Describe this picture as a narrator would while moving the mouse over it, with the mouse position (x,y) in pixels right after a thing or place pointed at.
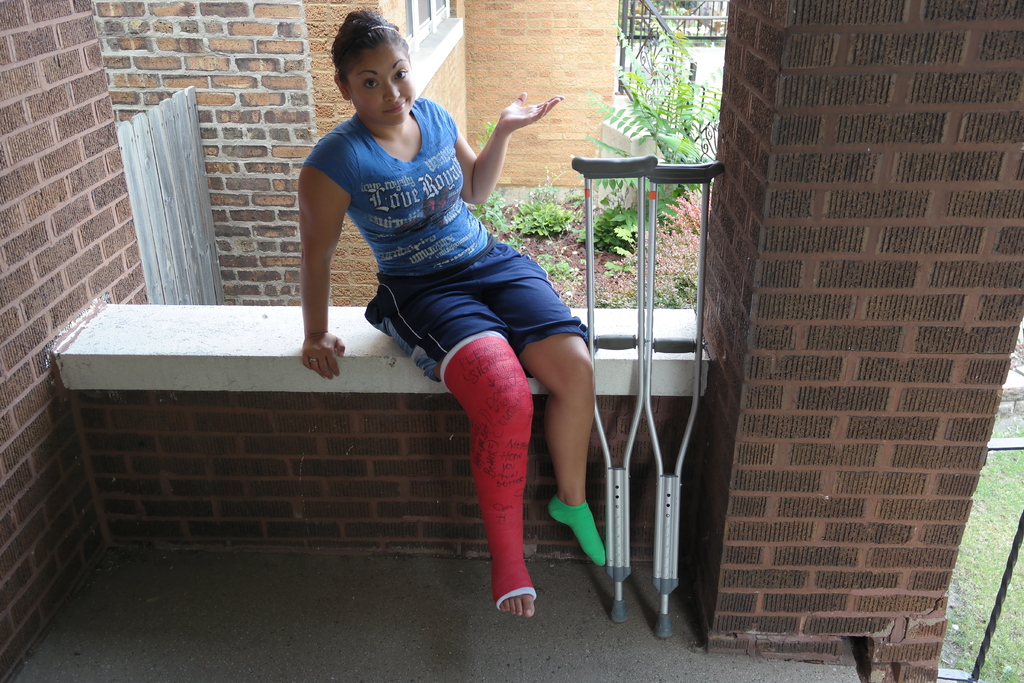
In this image we can see a person (463,190) sitting on the wall (462,497). Beside the person (424,343) we can see the stands (651,389). Behind the person (418,326) we can see the wall (602,50) of a building (581,92) and plants (635,105). On the right side (848,317), we can see the pillar (846,331).
